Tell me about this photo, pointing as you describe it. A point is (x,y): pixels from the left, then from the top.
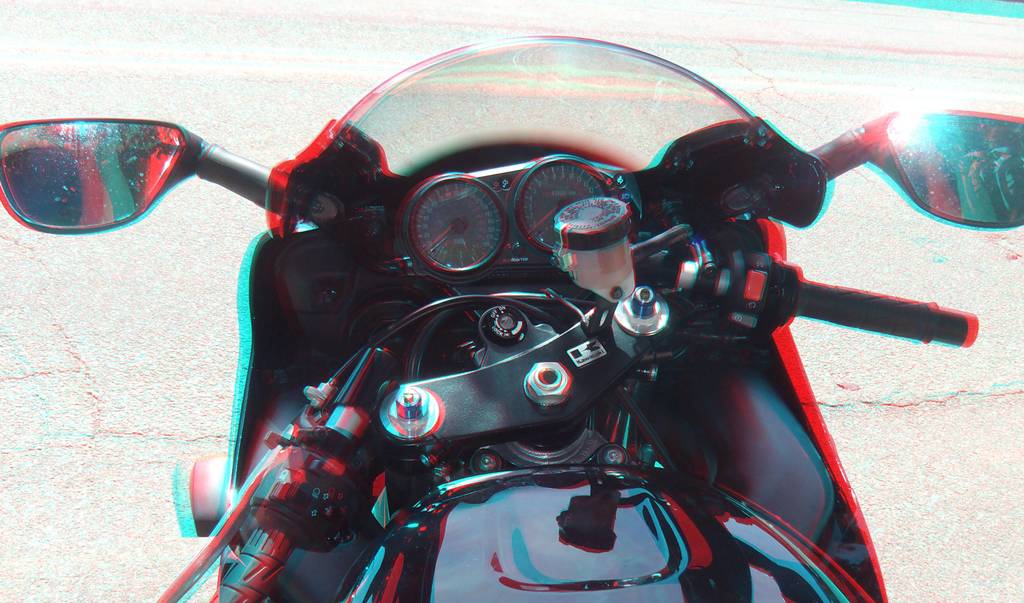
In this picture I can see a bike (304,259) in front (1009,199) and I can see the road (287,140) and I see that this image is a bit edited.
